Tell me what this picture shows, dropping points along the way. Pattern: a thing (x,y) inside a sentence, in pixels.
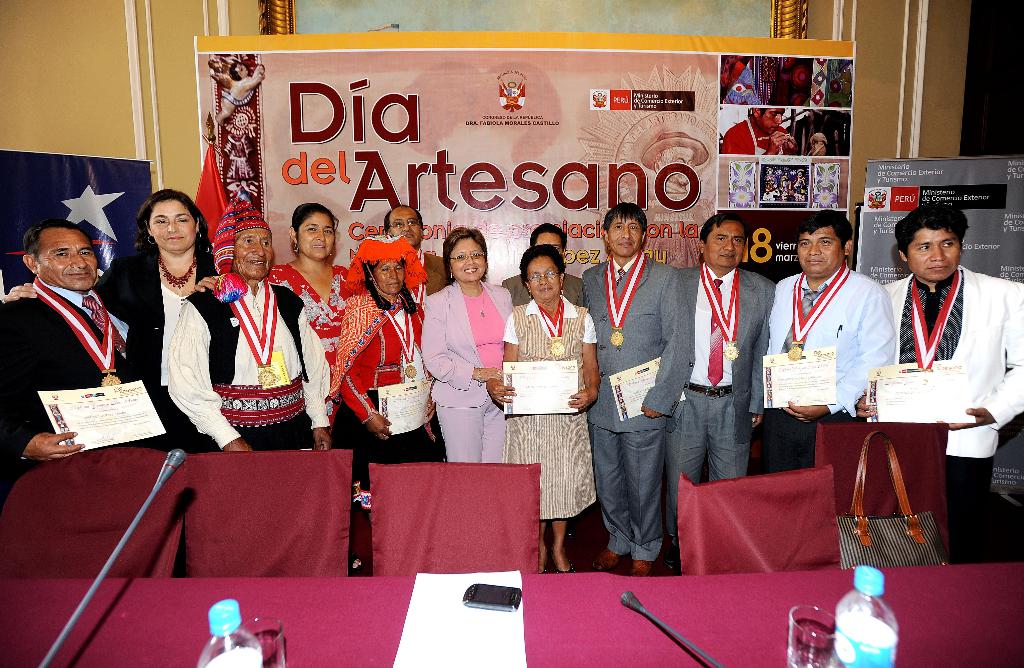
In this picture we can see a group of people (400,338) is standing on the path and holding certificates (90,420). In front of the people (682,341) there are chairs (260,469), table (558,650) and on the table (565,652) there are glasses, bottles (243,667), paper (478,652), mobile (486,603) and microphones (165,483). Behind the people (327,368) there are banners (447,207) and a wall (86,71).
